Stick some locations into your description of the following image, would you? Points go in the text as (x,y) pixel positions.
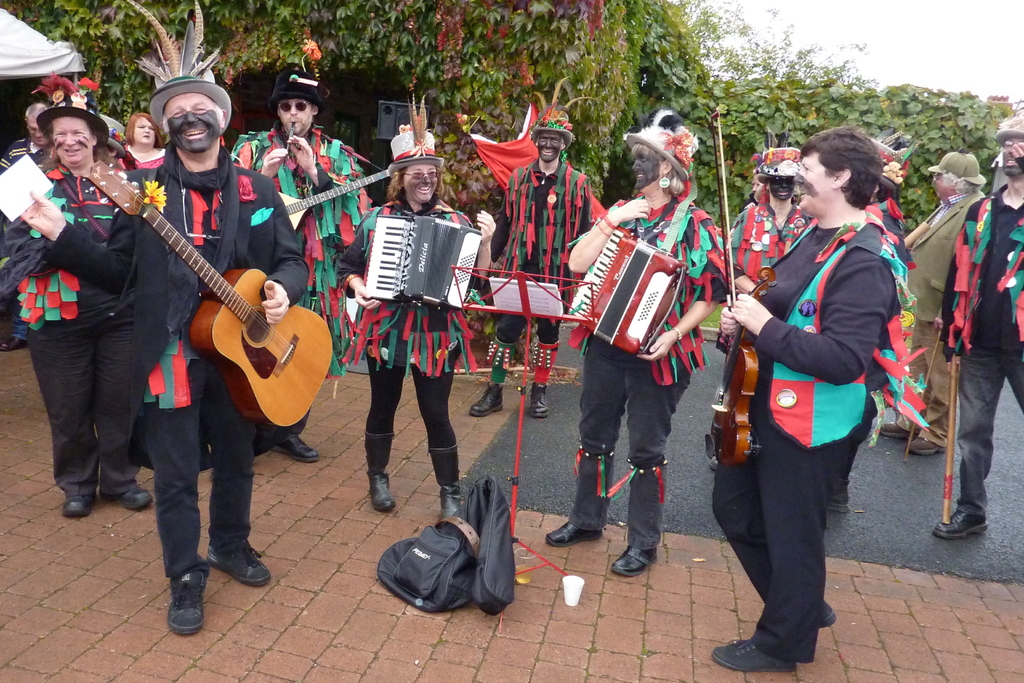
In the image we can see there are people (849,275) who are standing and holding a guitar (223,312) in their hand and there are other musical instruments (401,231) where people (898,264) are holding in their hand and at the back (936,113) there are plants (736,128).
